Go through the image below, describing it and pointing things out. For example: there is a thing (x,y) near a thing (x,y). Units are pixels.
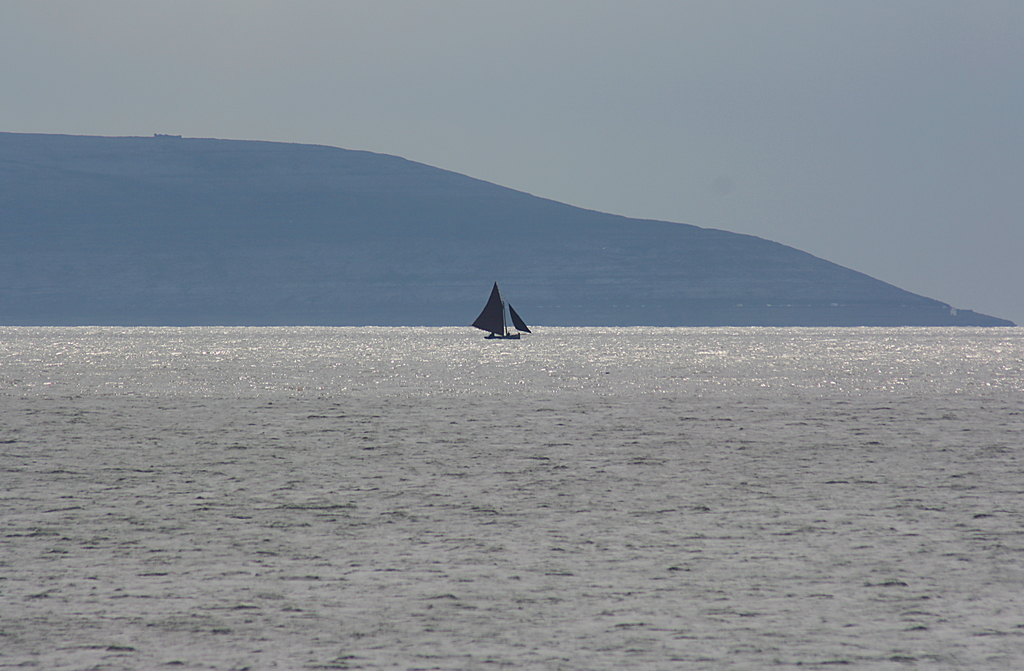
In this image, in the middle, we can see a boat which is sailing on the water (508,394). In the background (64,196), we can see some rocks (280,156). At the top (541,35), we can see a sky (788,85) which is cloudy, at the bottom (672,588), we can see a water (672,588).
